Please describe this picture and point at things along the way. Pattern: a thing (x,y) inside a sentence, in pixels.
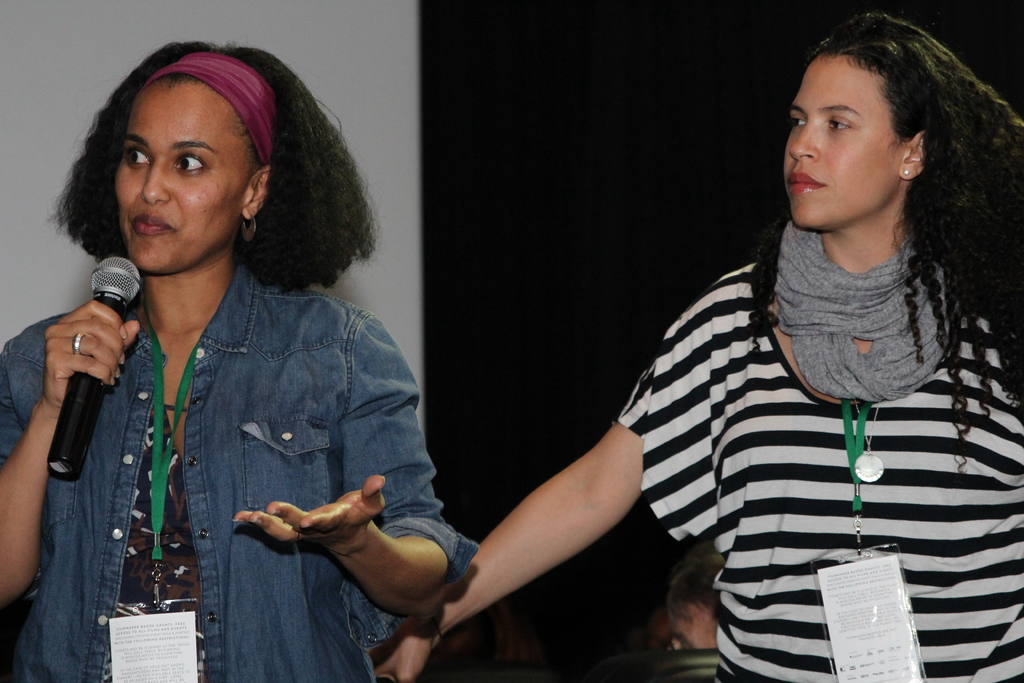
This picture is taken inside a room (623,79). On the right corner of this picture (749,402), we see women (809,457) wearing scarf (809,311), black and white T-shirt (717,419). She's even wearing ID card (880,621). Woman (316,130) standing on the left corner of this picture (241,486) is wearing blue jacket (279,390). She is also wearing ID card (157,632). She is even holding microphone (82,393) in her hands (87,347) and she is smiling. Behind them, we see a wall (420,123) which is white in color and also a curtain (649,169) which is black in color.
